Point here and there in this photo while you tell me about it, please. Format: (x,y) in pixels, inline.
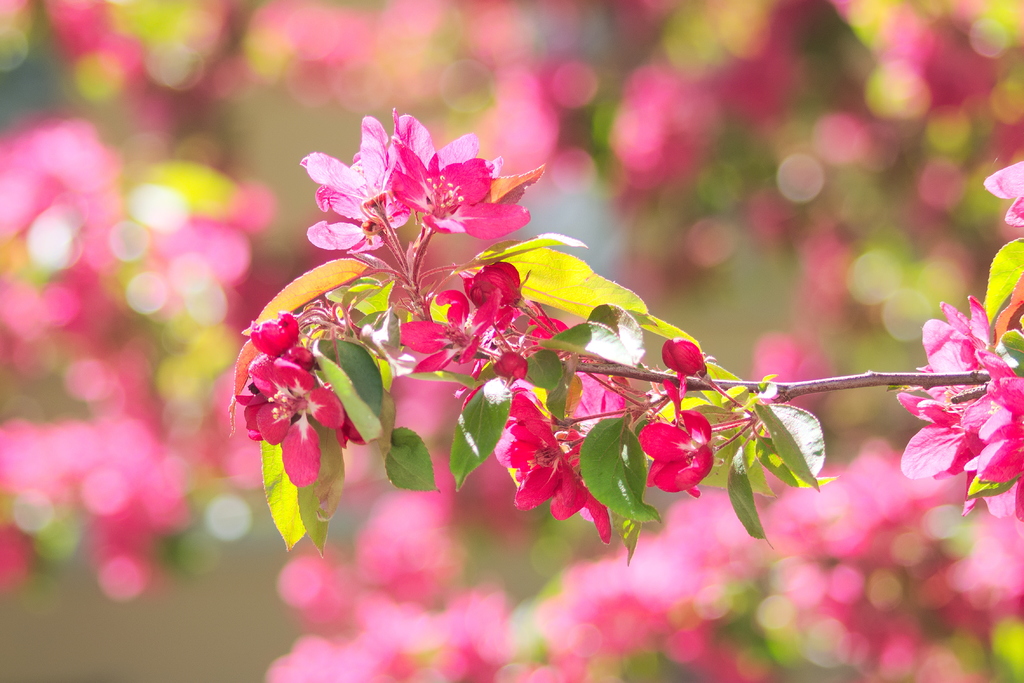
In this image we can see a tree (333,389) with some flowers (448,166) and the background (718,238) is blurred.
